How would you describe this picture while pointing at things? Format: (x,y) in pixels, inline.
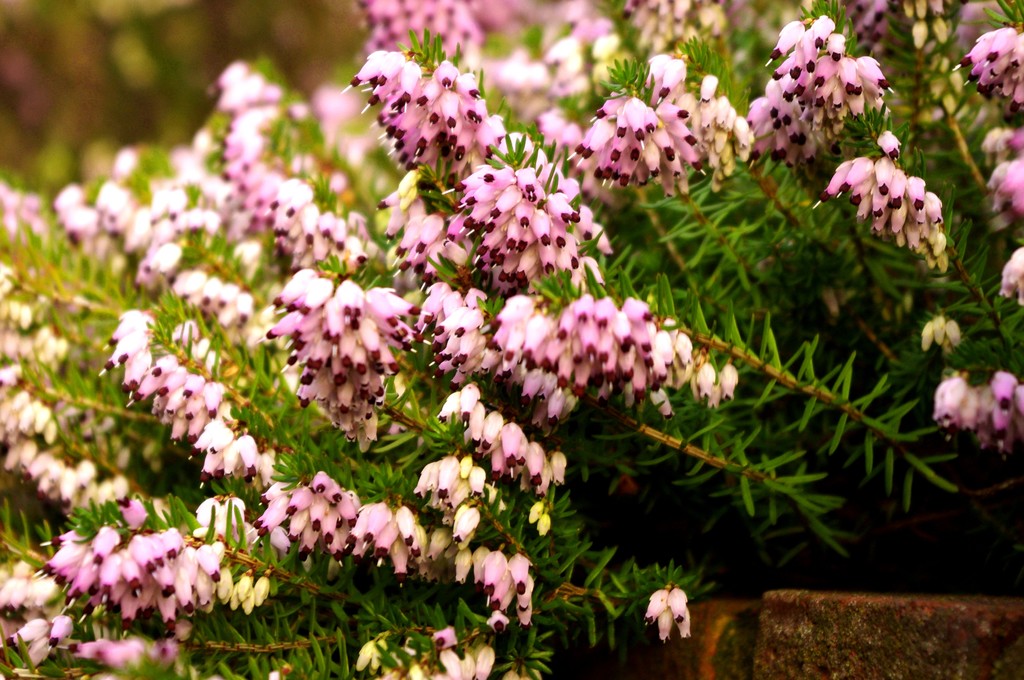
In this picture there are light pink and yellow color flowers (82,492) on the plants (692,391). At the back (201,103) the image is blurry. At the bottom right (769,653) there is a wall (762,628).
